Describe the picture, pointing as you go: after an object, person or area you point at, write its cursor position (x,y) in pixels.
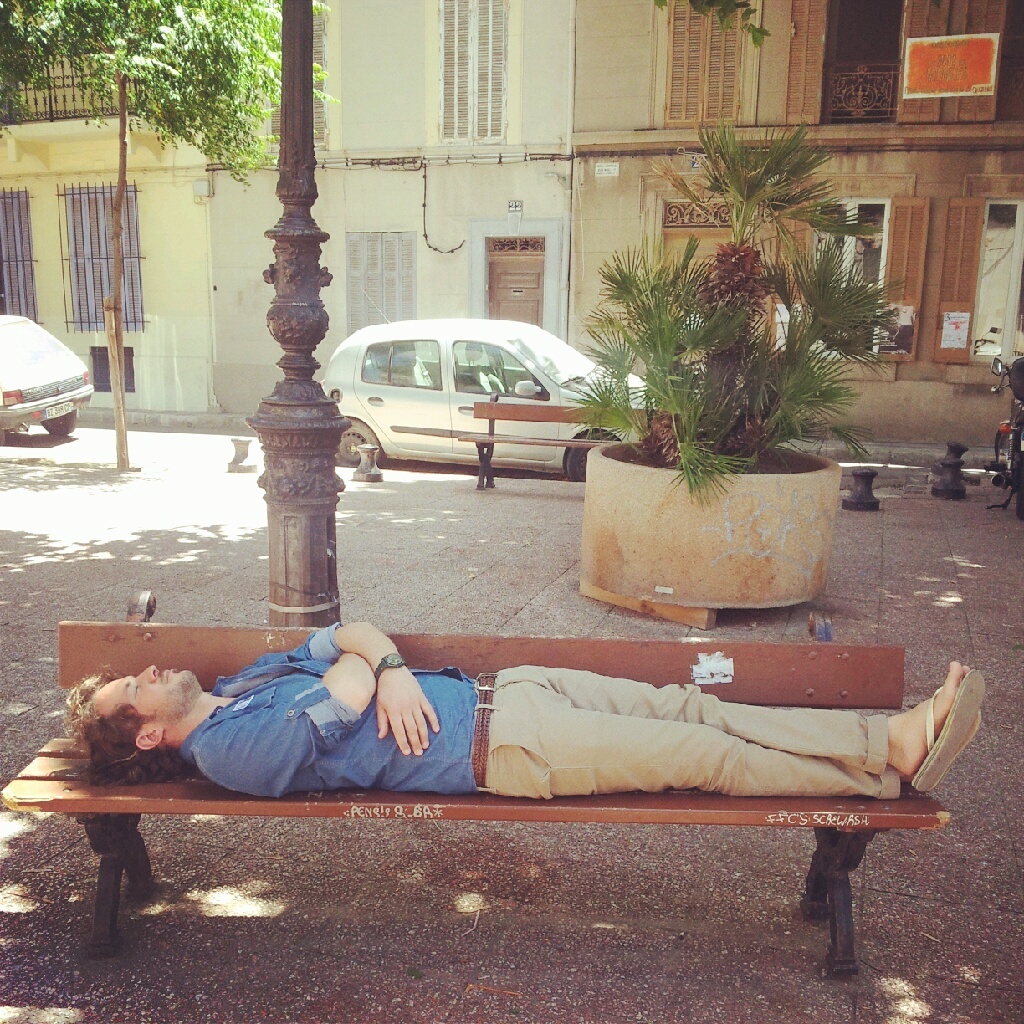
In a picture a man (464,759) is sleeping on the bench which is taken outside the building (486,240) and where at the right corner (702,572) there is one plant (696,448) in a pot (694,539) is placed on the road (544,566) and there are vehicles (597,440) and there is one big building (419,178) with windows (124,279) and door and another bench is present.
